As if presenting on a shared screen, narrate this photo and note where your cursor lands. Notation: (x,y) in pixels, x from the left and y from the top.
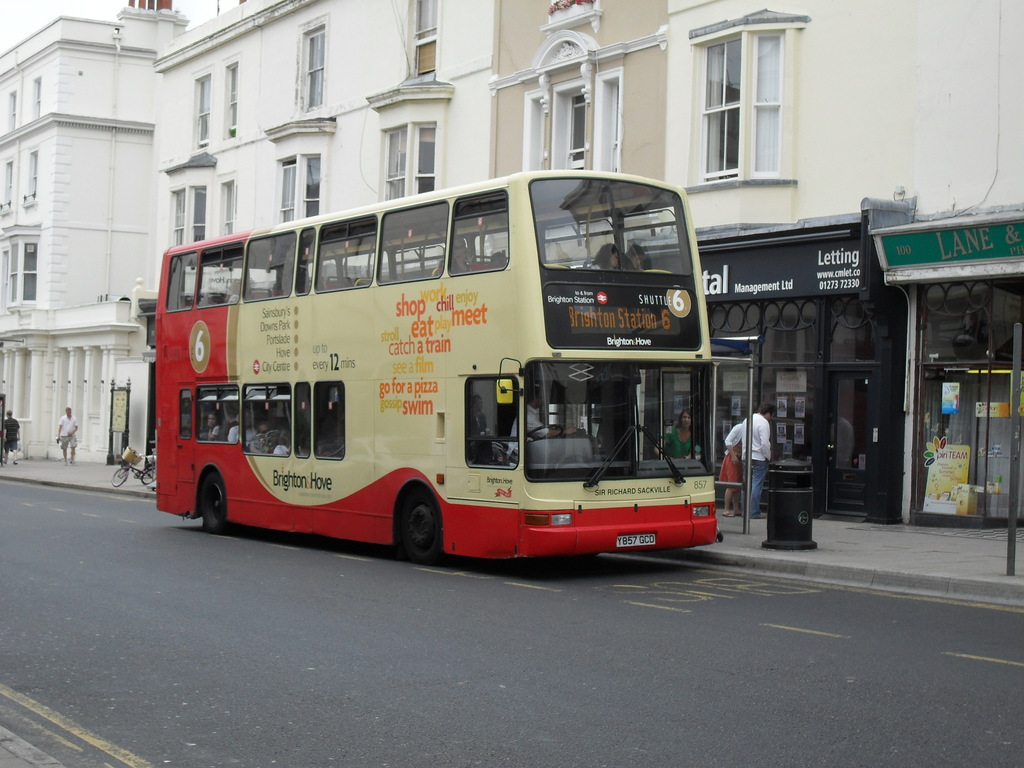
This image is clicked on the road (348,580). There is a bus (355,414) on the road (276,627). There is text (416,341) on the bus (377,480). There are people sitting inside the bus (569,440). Behind the bus (617,458) there is a walkway (1006,539). There are people (733,476) walking on the walkway (720,509). Beside the bus (706,506) there is a dustbin (811,515) on the walkway (818,540). Behind the bus (182,471) there is a cycle (148,465) parked on the walkway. Beside the walkway (141,479) there are buildings (465,127). To the right (790,286) there are boards (844,266) with text (790,286) on the buildings (890,311). There are glass walls (1003,448) to the buildings (865,450). In the top left (39,11) there is the sky (72,13).
